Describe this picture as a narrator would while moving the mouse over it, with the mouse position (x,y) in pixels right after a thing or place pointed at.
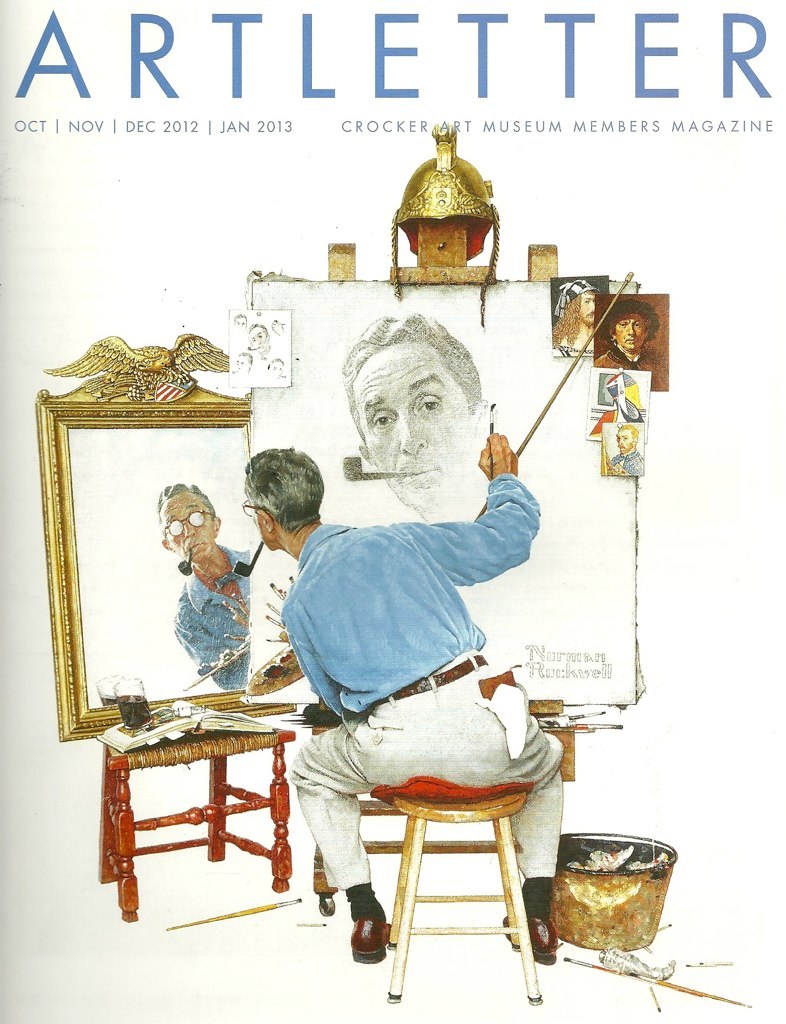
In the center of the image (515,350) there is a painting (324,674). In which there is a person (364,612). There is some text (141,17) at the top of the image (636,69).
